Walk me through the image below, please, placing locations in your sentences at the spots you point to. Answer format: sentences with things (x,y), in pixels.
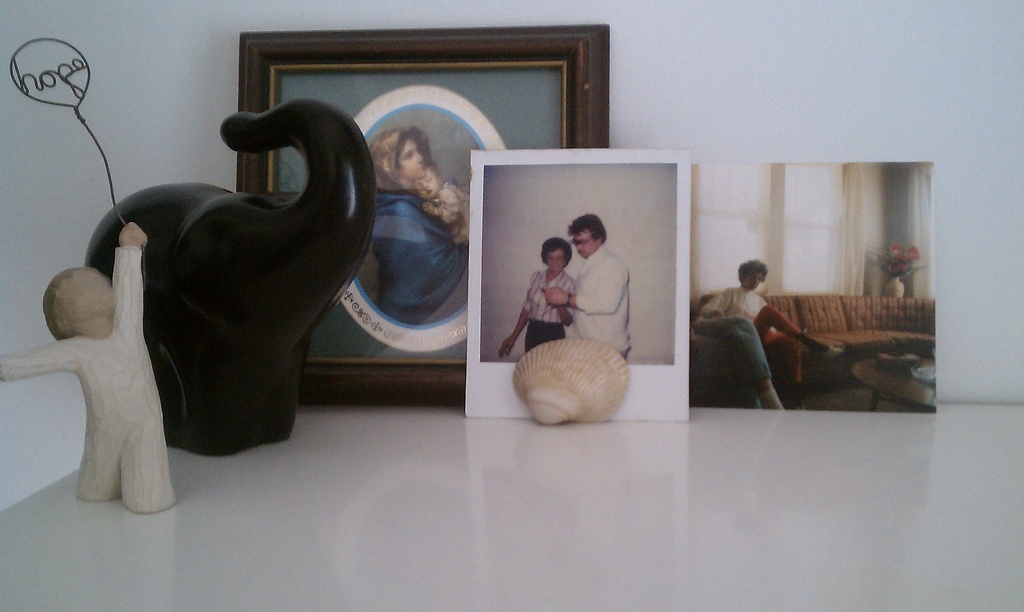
In this image we can see a group of photos (823,295), a shell (561,388), two sculptures (303,321) are placed on the table (626,463).
